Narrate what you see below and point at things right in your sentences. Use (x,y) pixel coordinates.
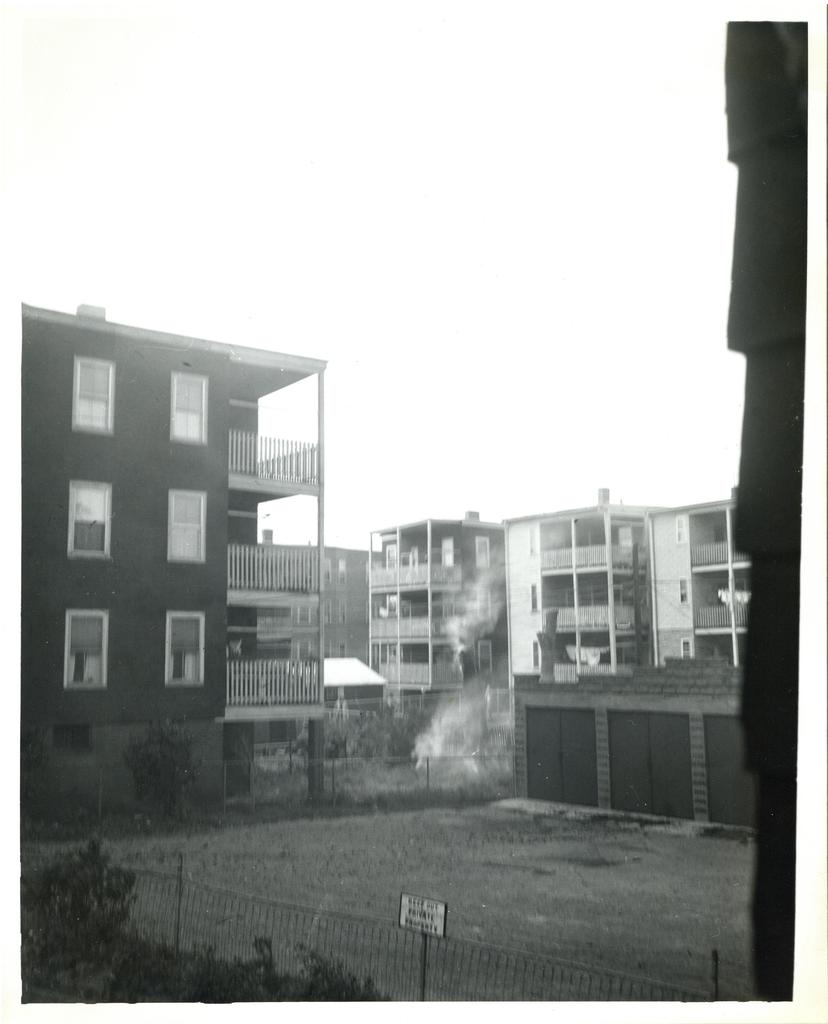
In this image there is a fencing wall (313,916) in the bottom of this image (385,941). There are some trees (112,948) in the bottom left corner of this image (84,936). There are some buildings (510,615) in the background (286,607). There is a sky (413,341) on the top of this image (556,272).
